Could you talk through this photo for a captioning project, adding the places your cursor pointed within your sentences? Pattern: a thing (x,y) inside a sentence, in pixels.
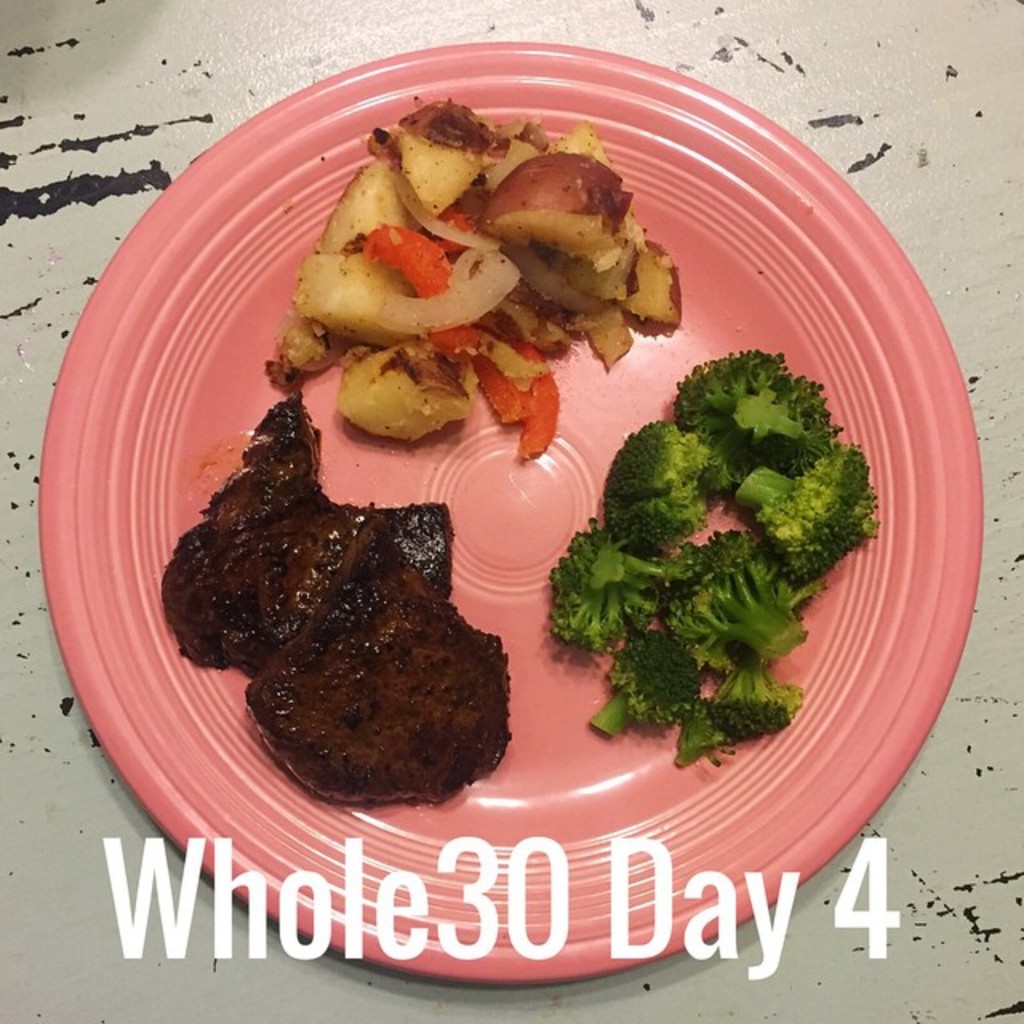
In this image we can see a food item (724,408) on the plate (822,287), there is broccoli (651,670) in it, beside there is a food item (380,561) in brown color.
